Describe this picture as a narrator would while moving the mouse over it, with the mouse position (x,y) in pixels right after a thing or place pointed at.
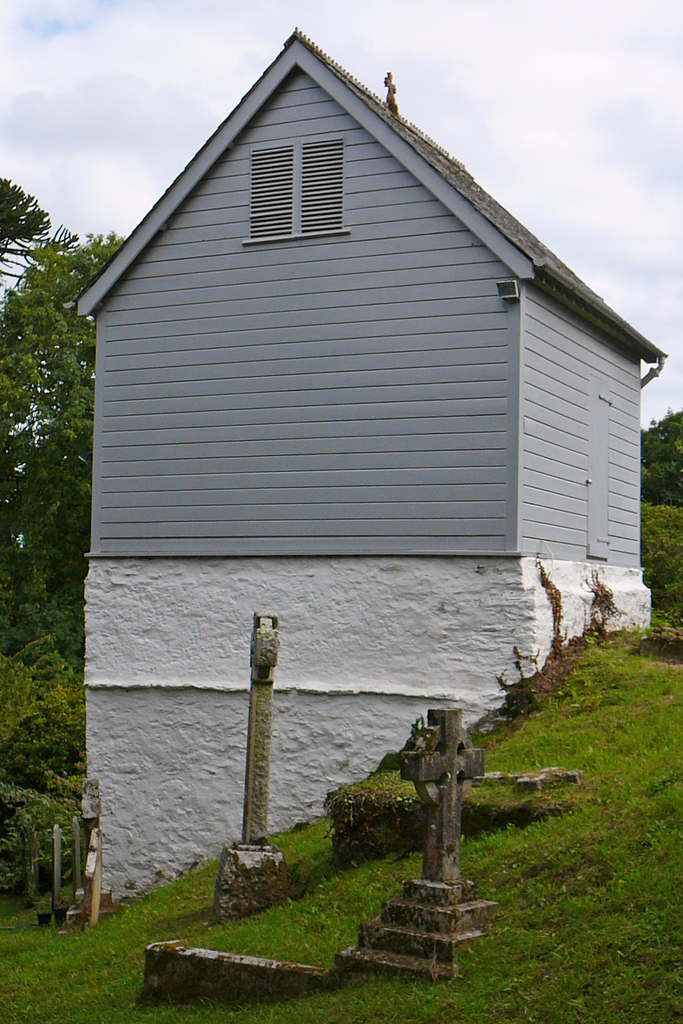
In this image we can see a shed (184,465), grass (645,729), trees (7,569), and objects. In the background (471,59) there is sky (535,104) with clouds (599,289).
